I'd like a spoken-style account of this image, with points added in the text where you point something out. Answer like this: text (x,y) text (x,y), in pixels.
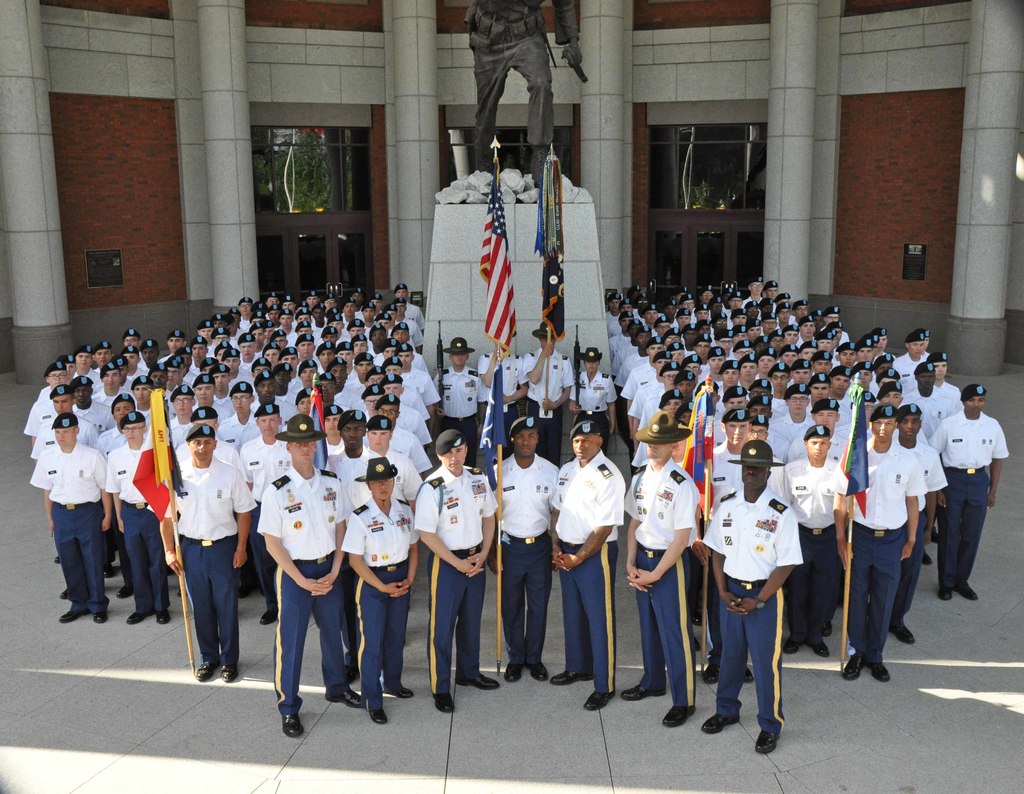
In this image there are people (599,359) standing, few (535,538) are holding flags (857,470) in their hands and two (471,400) are holding guns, in the middle (432,334) there is a statue (503,45), in the background (48,196) there is a building (996,235) with big pillars (1006,258).
